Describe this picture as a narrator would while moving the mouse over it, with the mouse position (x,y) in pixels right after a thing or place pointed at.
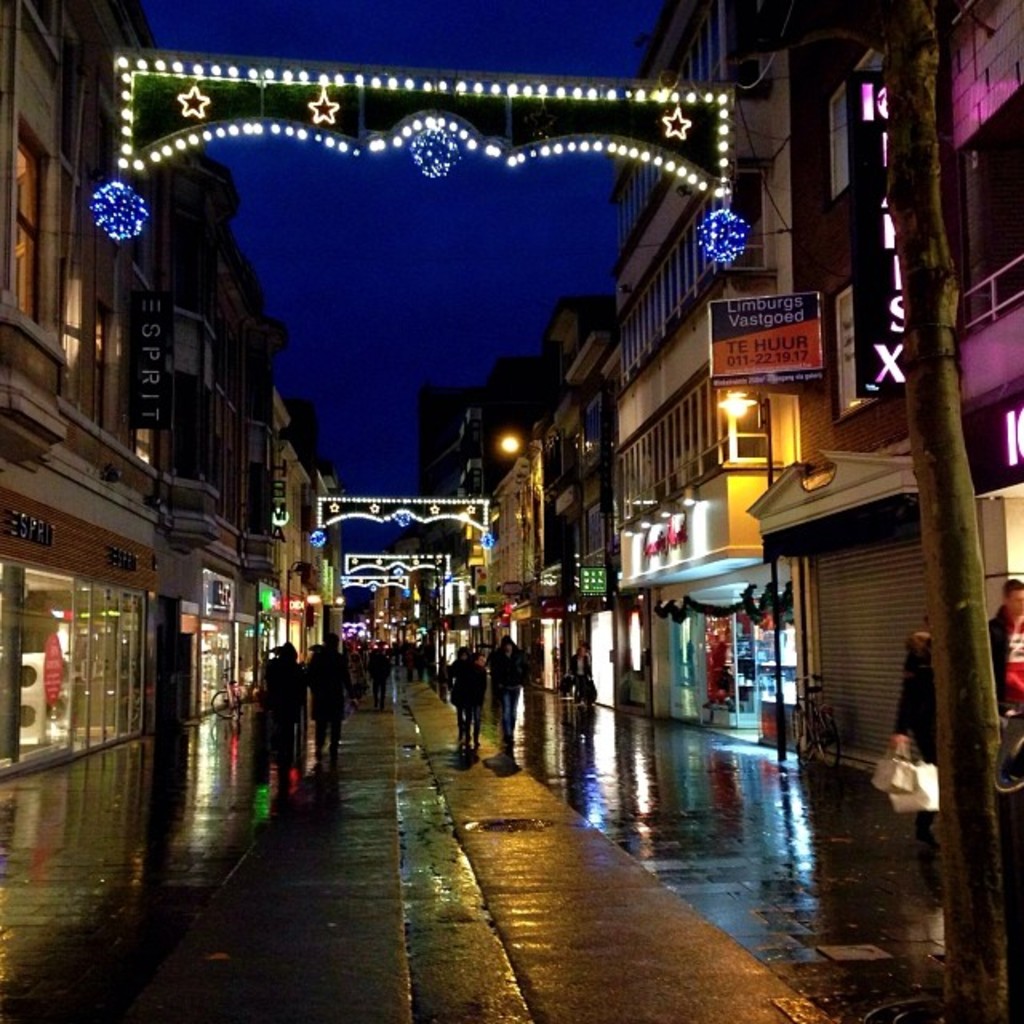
In this image we can see a group of people (283,731) on the ground (483,786). On the right side of the image (928,779) we can see a person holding bags (897,773) in his hand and a bicycle (821,711) parked on the ground (891,885). On the left (261,504) and right side of the image (884,732) we can see some buildings (816,504) with windows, lights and board (776,377) with some text (784,360). At the top of the image (540,301) we can see the sky (476,33).
